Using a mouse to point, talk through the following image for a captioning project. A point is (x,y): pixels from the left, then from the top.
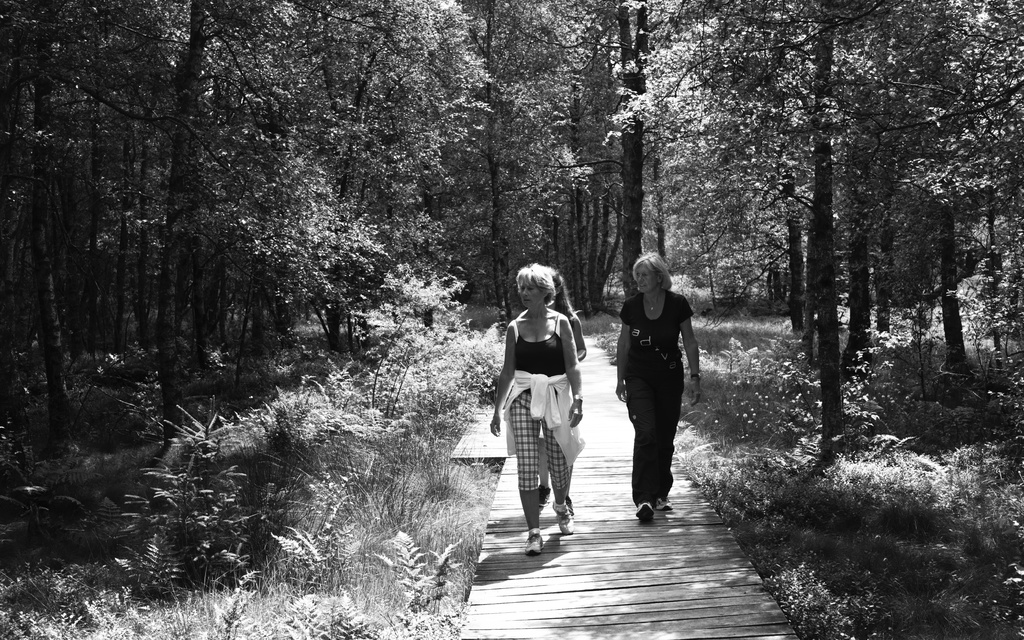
This is a black and white picture, in the middle (662,350) there are three women (561,371) walking in the wooden bridge (627,521) with plants (779,427) and trees (608,30) on either sides of it.
